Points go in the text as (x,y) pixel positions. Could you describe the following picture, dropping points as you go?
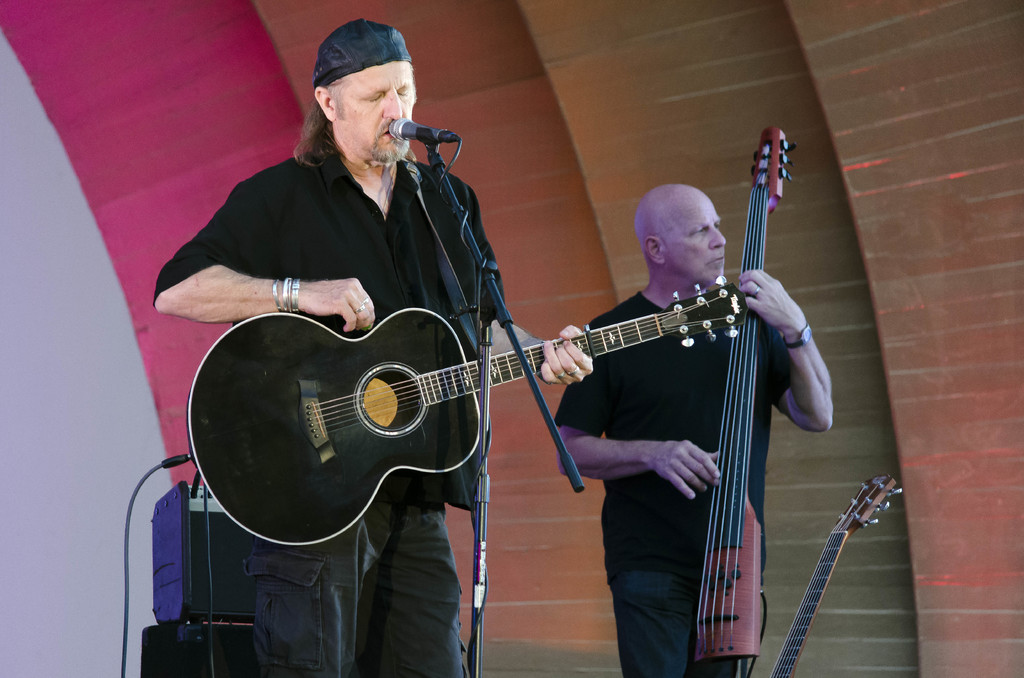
This image contains two persons (387,70). The person (318,602) is standing and holding guitar (367,393) and he is singing, the other person (677,430) at the right side of the image (730,537) he is playing musical instrument (697,635). At the back (186,636) there are speakers (179,580).
